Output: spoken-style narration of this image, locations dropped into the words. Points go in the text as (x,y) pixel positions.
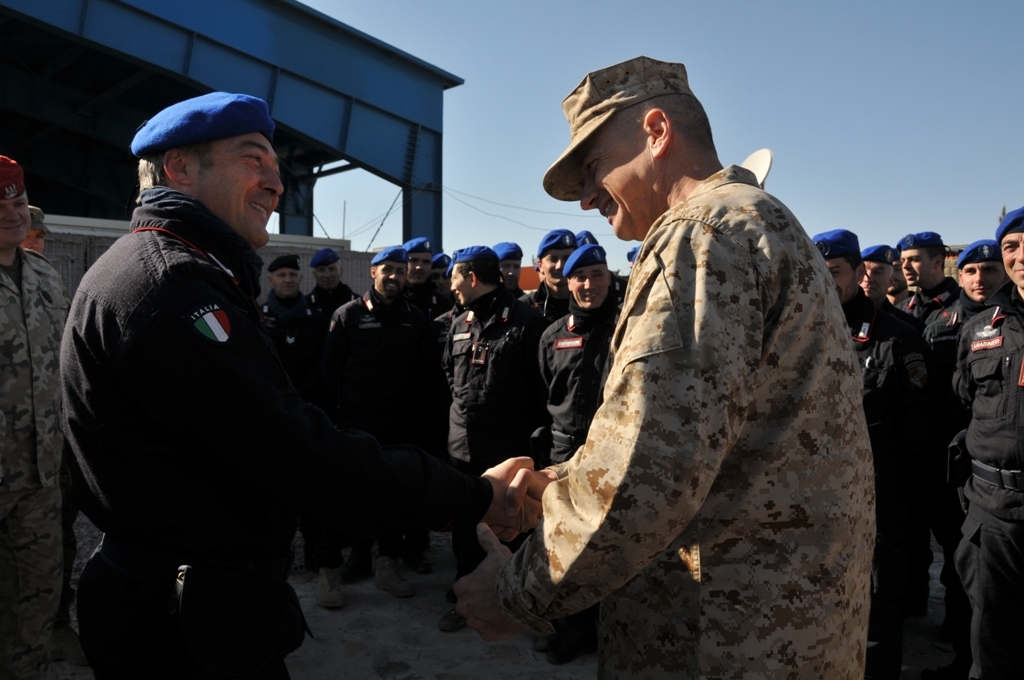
In the image I can see a group of people (543,327) are standing among them the people (621,331) in the front (618,416) are giving shake hands (495,492) with each other. These people (558,480) are wearing uniforms (637,363), caps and other objects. In the background (403,237) I can see the sky (513,164) and a building (255,40).
